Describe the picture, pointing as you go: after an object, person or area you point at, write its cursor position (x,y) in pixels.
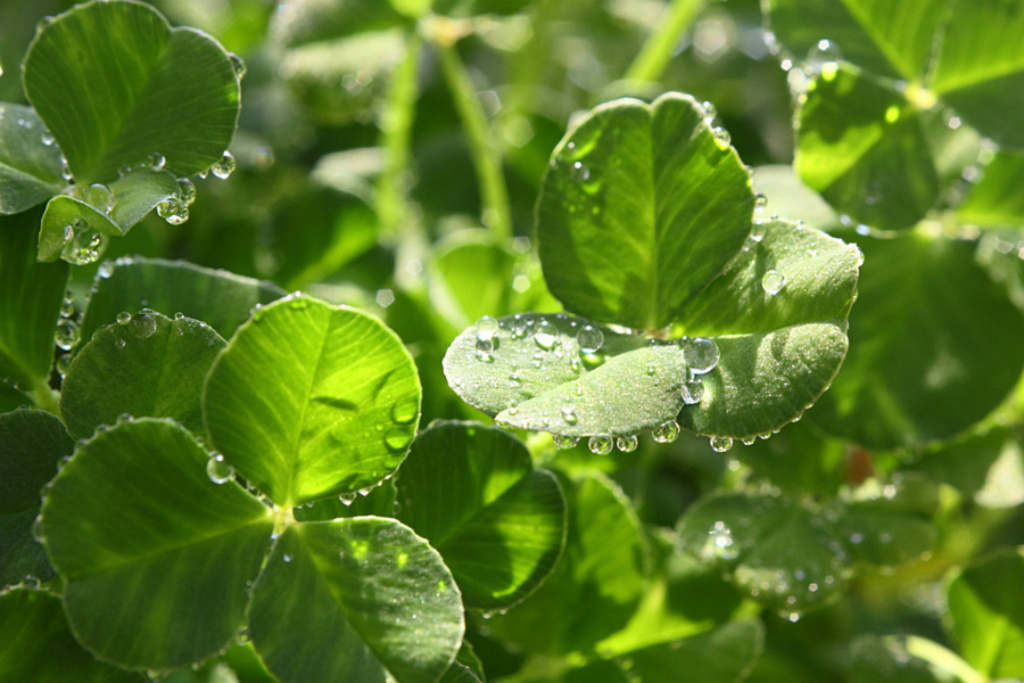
In this image we can see leaves (338,397) with water droplets (522,334). In the background (557,102) it is blur.
